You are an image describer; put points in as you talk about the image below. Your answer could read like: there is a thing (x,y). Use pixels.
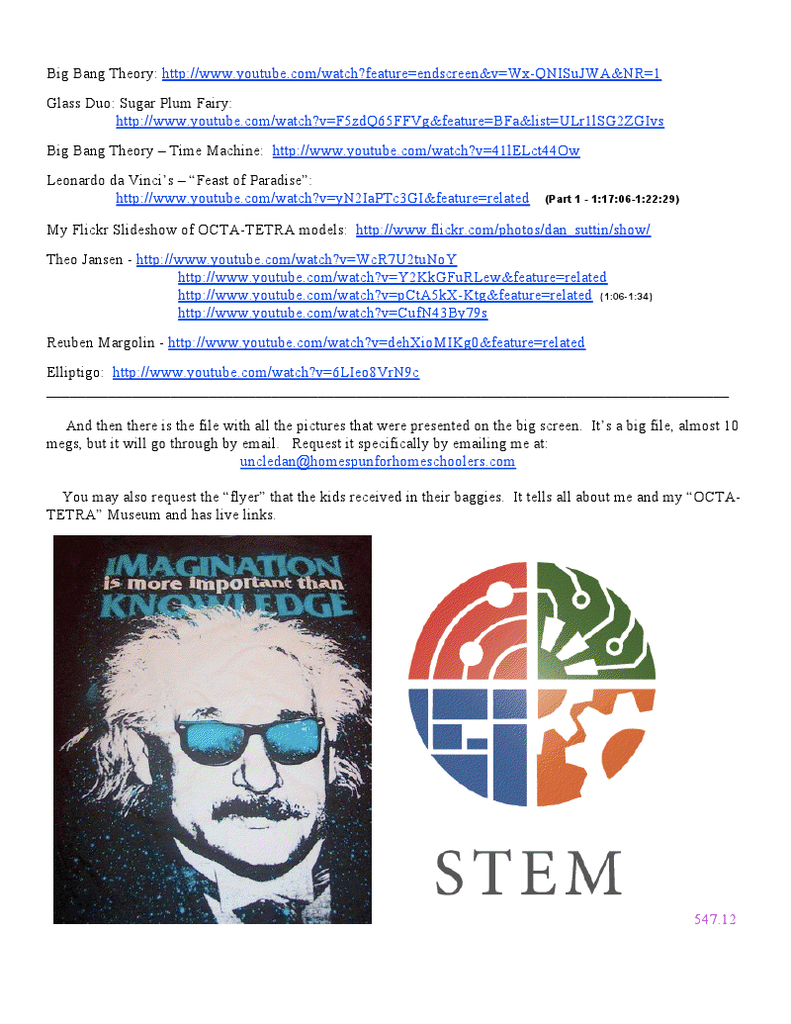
In this image I can see depiction of a person's face (249,715) wearing shades (187,751). I can also see something is written at many places.
